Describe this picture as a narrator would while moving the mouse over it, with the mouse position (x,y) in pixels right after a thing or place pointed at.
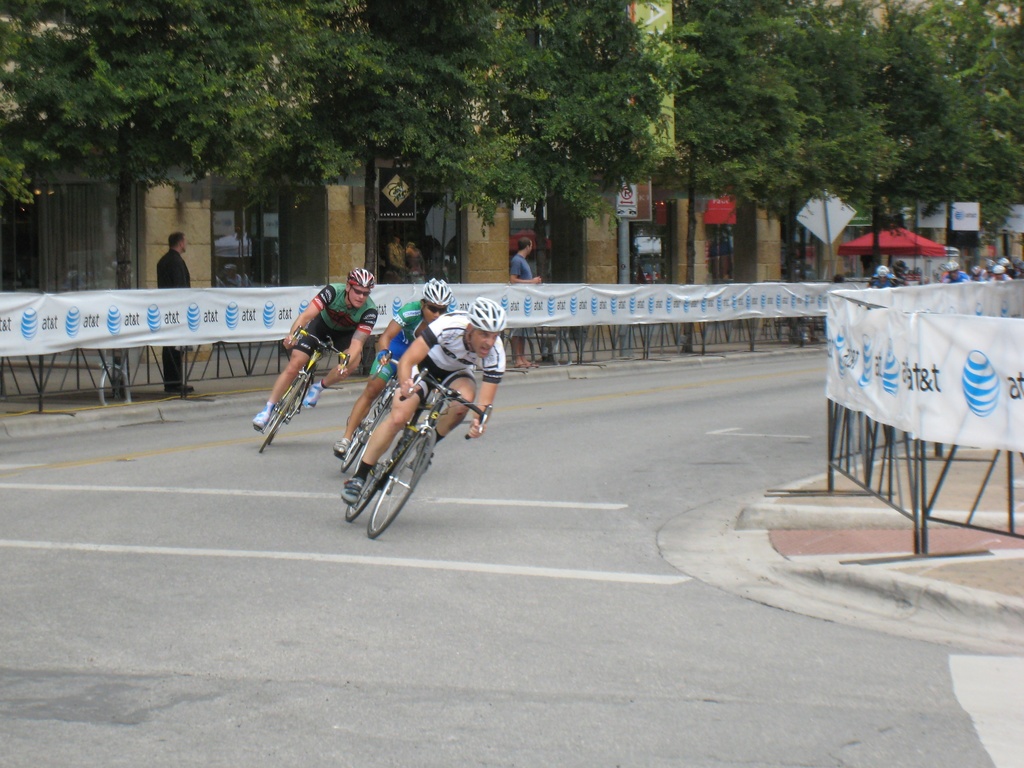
There are three persons (347,483) riding on bicycles (389,503) and in the background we can see a fence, persons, trees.
